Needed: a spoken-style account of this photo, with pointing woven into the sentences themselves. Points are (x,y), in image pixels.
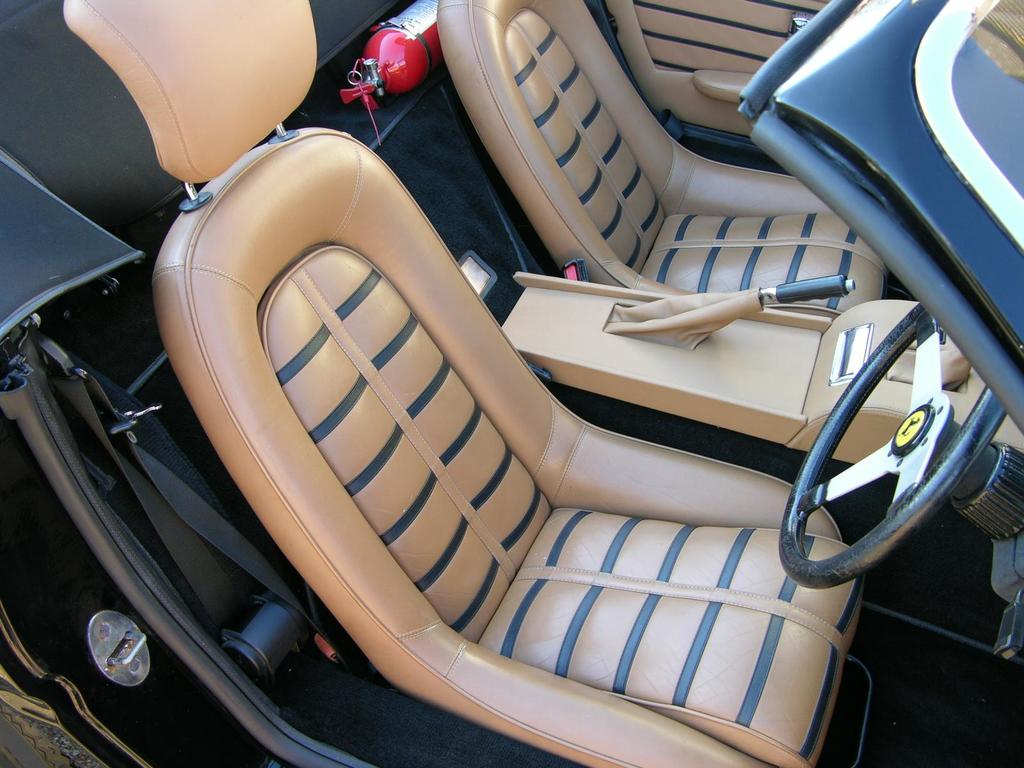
In this picture there is interior of a car (721,276) which has two seats (738,277), steering (921,460), hand brake (790,292) and some other objects (800,312) in it.
